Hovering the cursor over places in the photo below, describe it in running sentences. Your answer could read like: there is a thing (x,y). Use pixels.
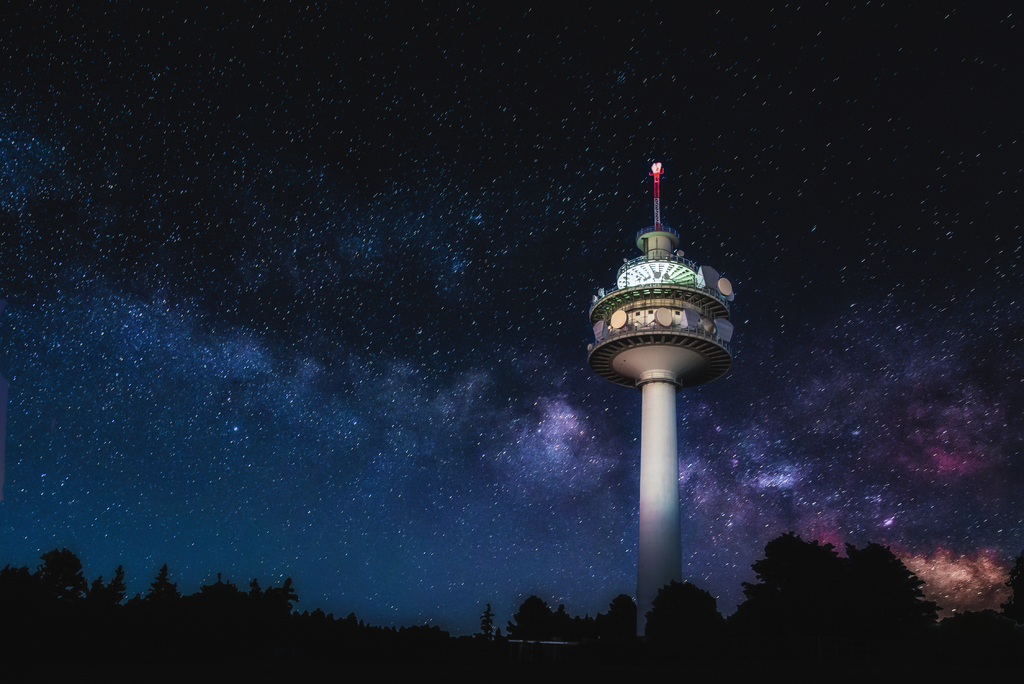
In this picture I can see number of trees (56,580) and a tower (663,252) in front (646,262). In the background (488,226) I can see the sky (815,334) and I see that this image is in dark.
